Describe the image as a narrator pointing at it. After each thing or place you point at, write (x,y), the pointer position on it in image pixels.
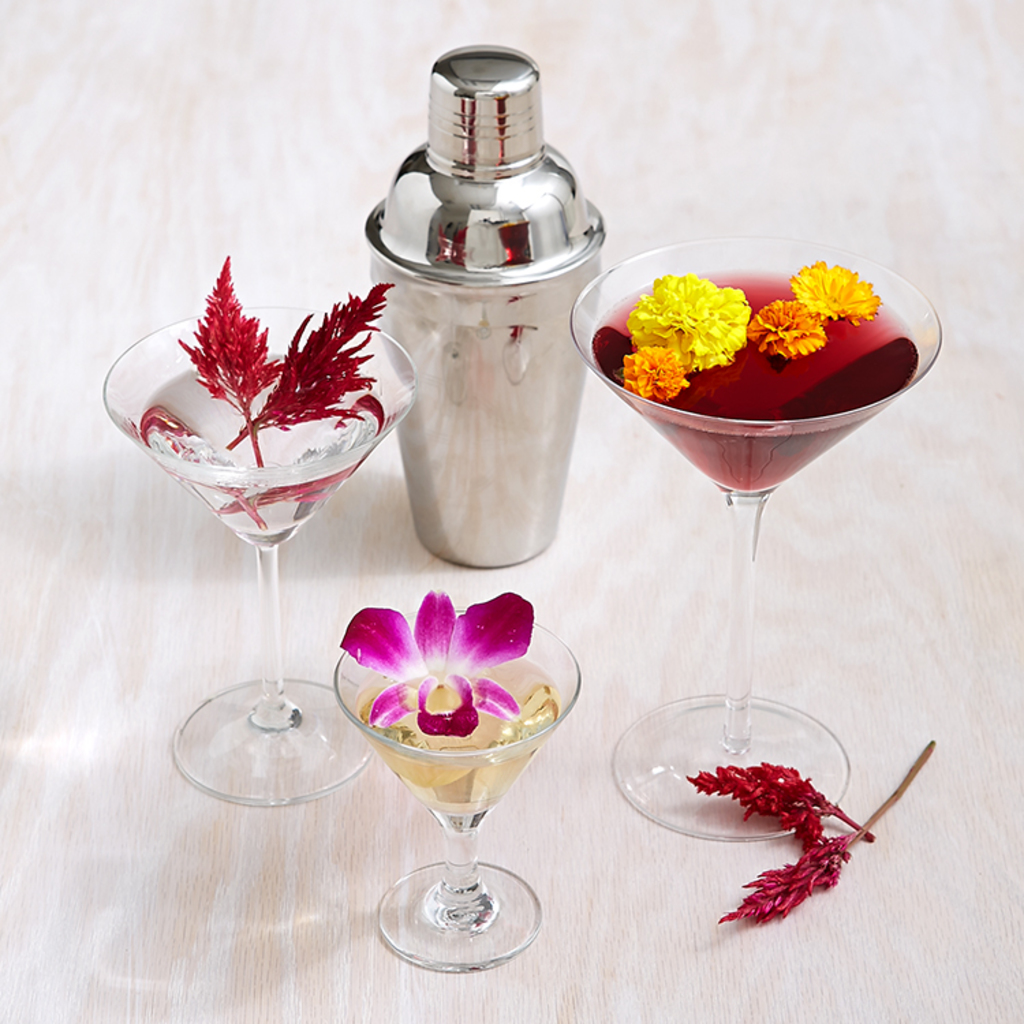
In this image there are glasses (361,679) on the surface (251,979), there is drink (487,741) inside the glasses (192,378), there are flowers (693,332), there are objects (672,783) on the surface (594,622).
